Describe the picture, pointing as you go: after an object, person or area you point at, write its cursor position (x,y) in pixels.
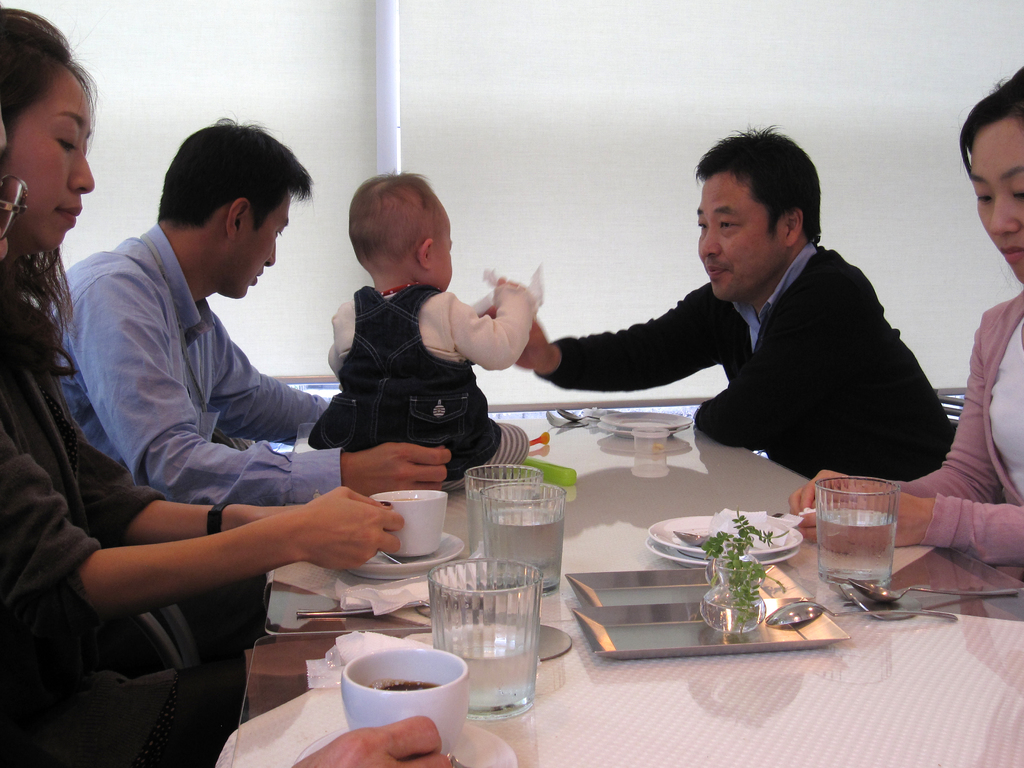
in this image on the right side (724,322) two persons (852,305) are there one is man (797,298) and another is woman (1009,399) on the left side (173,507) the other persons (170,500) are sitting on the chair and one is man (188,380) and another one is woman (166,579) and in middle (489,449) the baby (364,404) is sitting on the table (765,739) and the table (669,673) has glasses (475,643), cups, saucers (471,743), plates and shrubs (733,555) some spoons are there and the background (911,309) is white.
